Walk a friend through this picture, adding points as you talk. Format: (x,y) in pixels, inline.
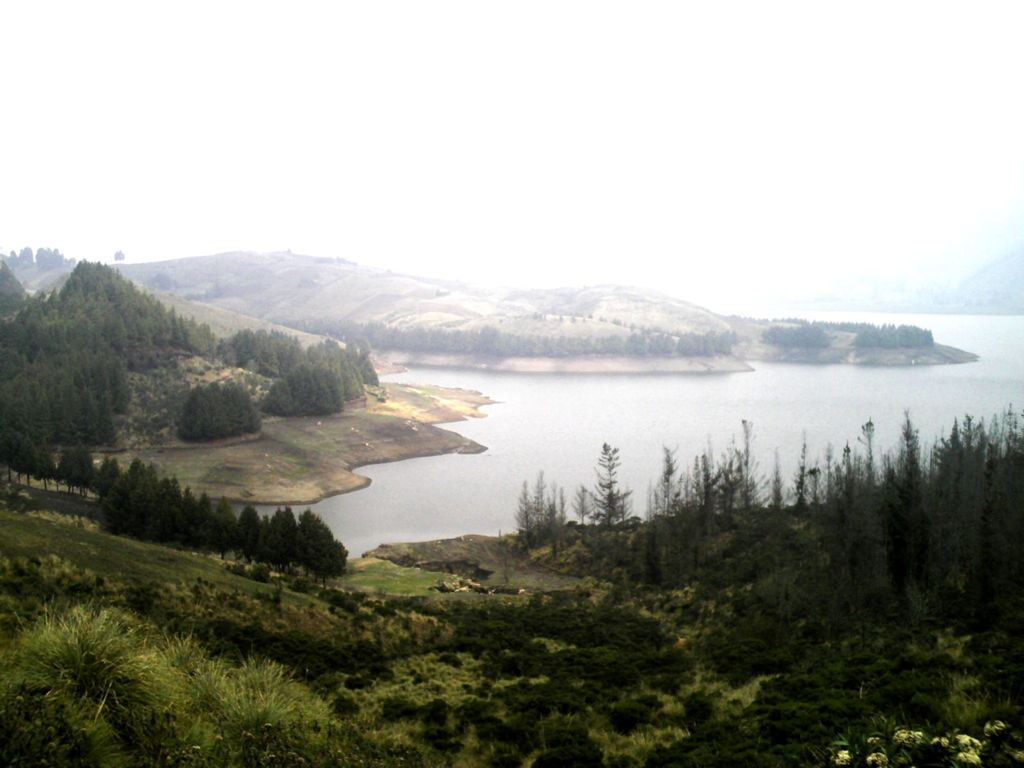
In this image we can see some trees (230,544), plants (407,612), grass (241,700), water (500,454) and mountains (370,319), in the background (1007,123), we can see the sky (605,237).
